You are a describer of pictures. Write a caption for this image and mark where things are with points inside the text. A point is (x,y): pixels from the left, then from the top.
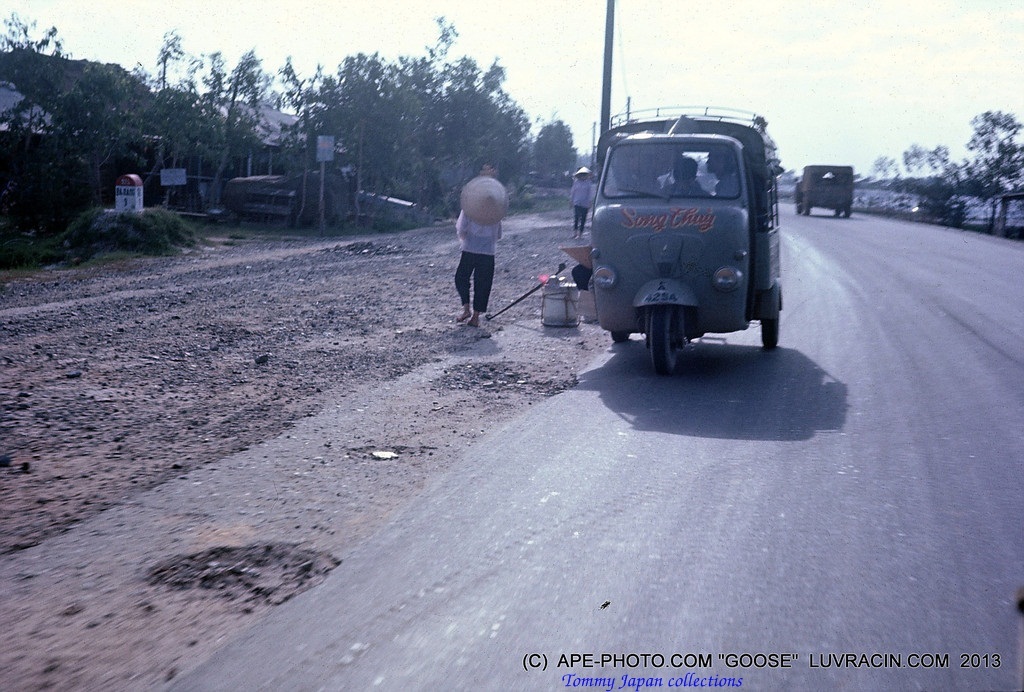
In this picture we can see there are vehicles (721,255) on the road (860,234). On the left side of the vehicles (625,239) there are two people (497,239), poles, trees (369,107) and other things (186,198). Behind the trees (507,132) there is a sky (591,13). On the image there is a watermark (587,670).
